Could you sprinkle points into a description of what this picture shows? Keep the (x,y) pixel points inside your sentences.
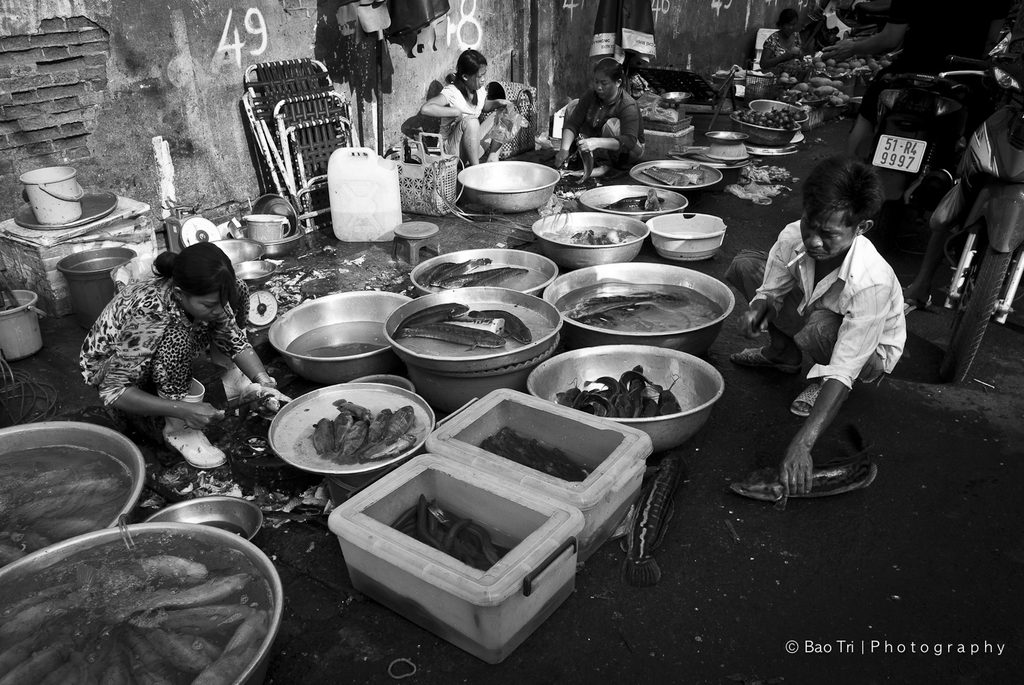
It is a black and white picture. In this picture there are people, vehicles (885,165), containers (429,300), fishes (517,275), wall (234,113) and objects (559,118). At the bottom right side of the image (923,651) there is a watermark (849,651).
